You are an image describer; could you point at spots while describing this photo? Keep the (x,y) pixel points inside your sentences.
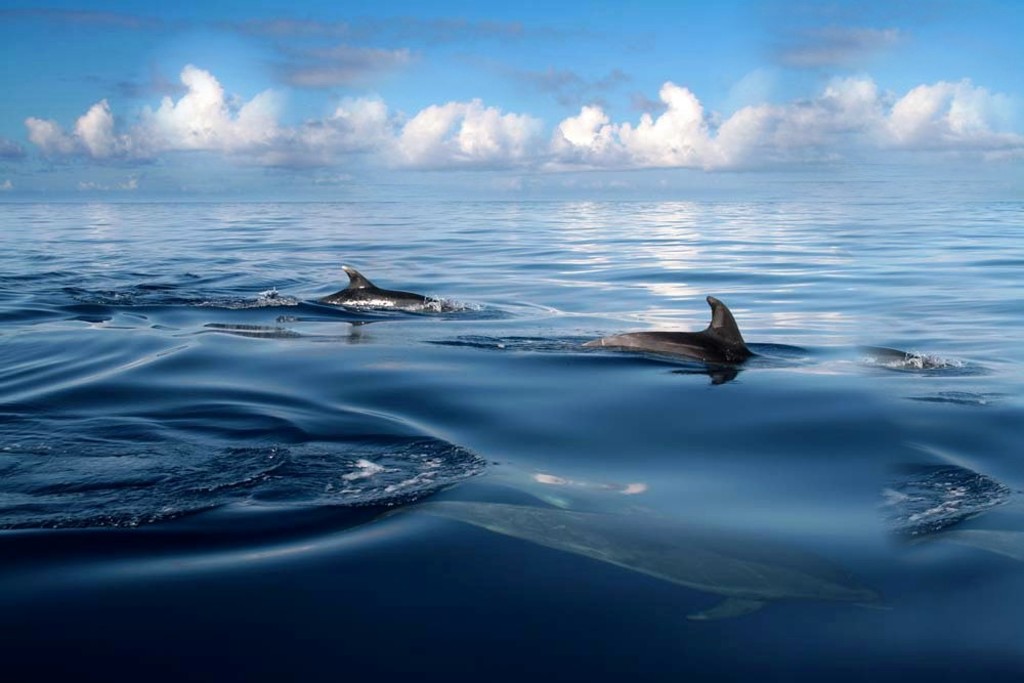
At the bottom of the image (304,540) there is water (306,280), in the water (428,338) there are some dolphins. At the top of the image (955,121) there are some clouds (953,139) in the sky (782,176).
